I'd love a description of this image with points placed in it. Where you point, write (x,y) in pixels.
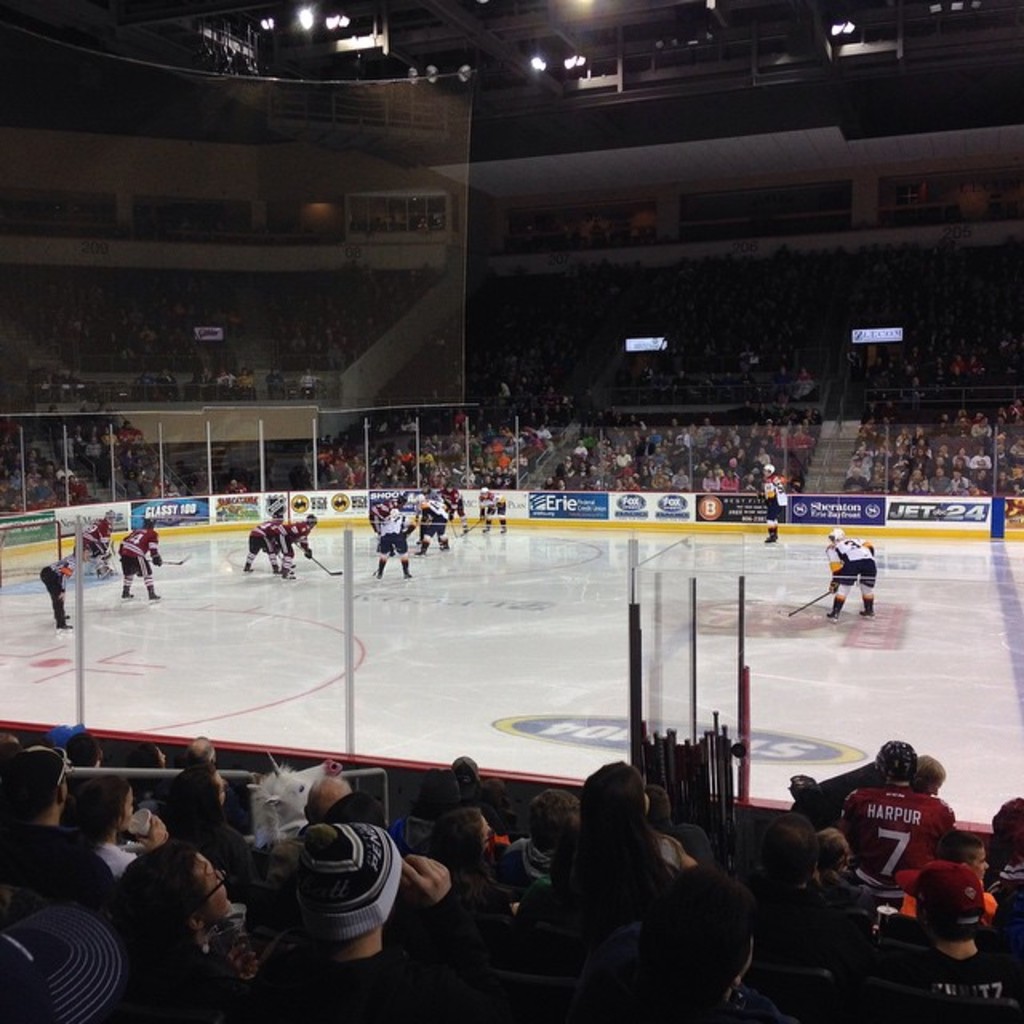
Here in this picture we can see a group of people (407,565) playing ice hockey on the floor (1012,542) present over there and we can see all of the players (446,544) are holding hockey bats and wearing gloves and helmets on them and we can see fencing (241,527) present all around them and we can see people (350,806) sitting in the stands (508,438) and watching the game and at the top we can see lights (335,15) present here and there.
